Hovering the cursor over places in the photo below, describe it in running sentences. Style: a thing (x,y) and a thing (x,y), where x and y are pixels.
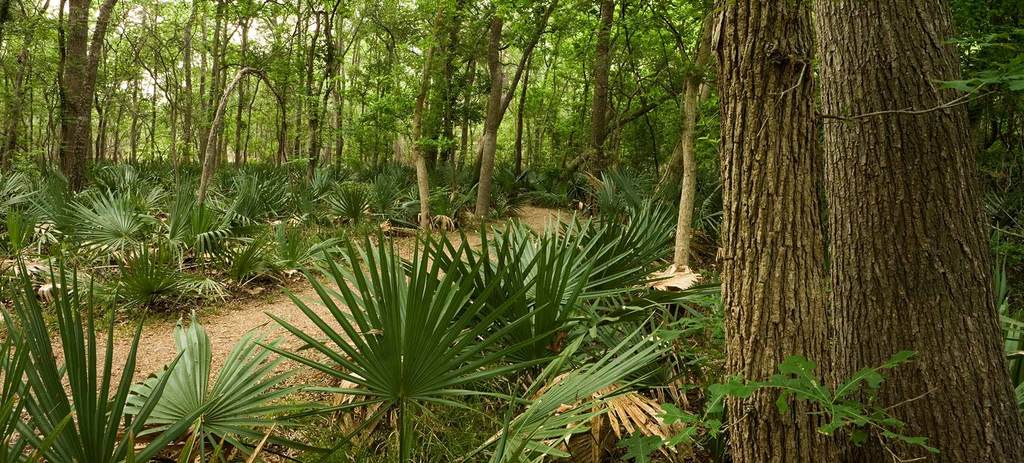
It seems to be a forest (396,307). On the left side (212,330) there is a path (235,331). On both sides of the path (209,334) there are many plants (297,270). In the background (544,144) there are many trees (496,108).
